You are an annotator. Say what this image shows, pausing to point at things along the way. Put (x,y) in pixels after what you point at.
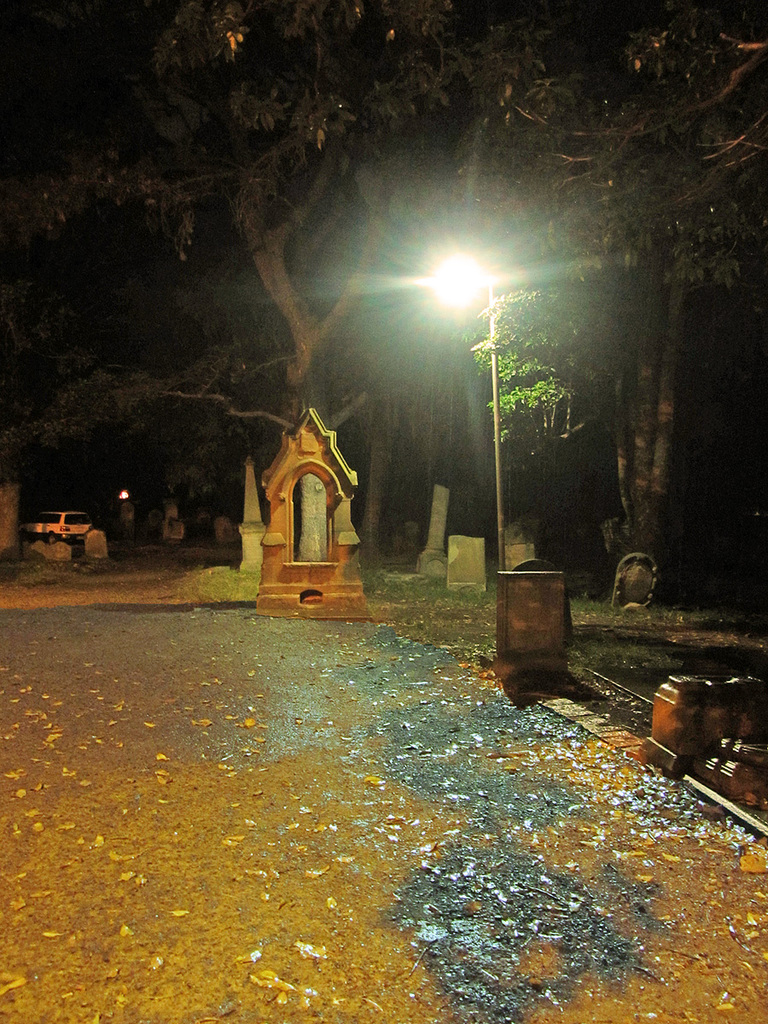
In this image we can see a statue (332,583). To the right side of the image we can see a light pole (472,277). In the background (284,409), we can see group of trees (328,365) and a vehicle (74,532) parked on the ground (128,586).
